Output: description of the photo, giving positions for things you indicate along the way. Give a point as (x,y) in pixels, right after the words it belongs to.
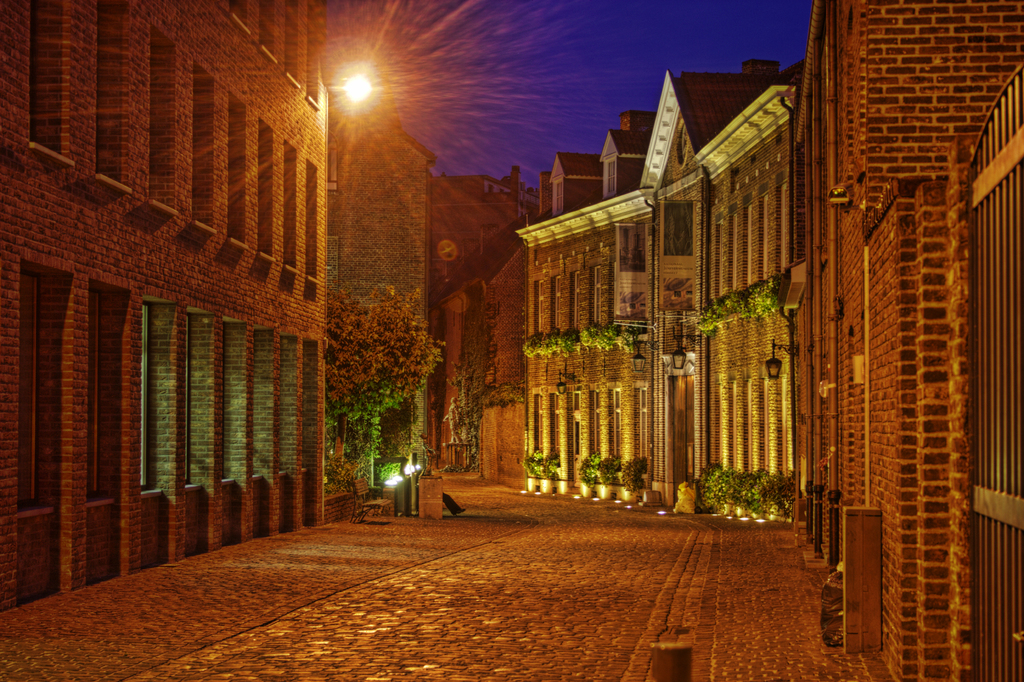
In this picture I can see the bushes (713,476) and buildings (201,431) on either side of this image, on the left side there is a light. At the top (570,66) I can see the sky (634,41). On the right side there are street lamps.
